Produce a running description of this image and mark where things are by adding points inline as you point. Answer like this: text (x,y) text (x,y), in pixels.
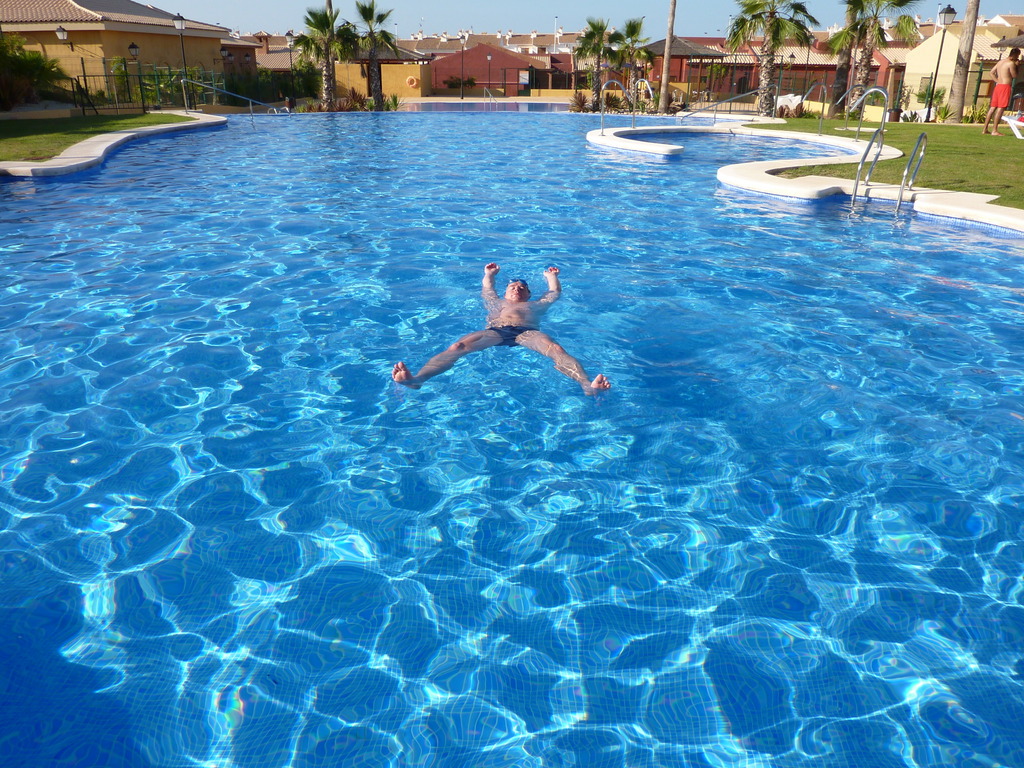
This image is taken outdoors. At the top of the image (478,20) there is the sky (582,20). In the middle of the image (537,287) there is a pool (290,261) with water (268,508) and a man (463,346) is swimming in the pool (417,425). In the background (354,70) there are many houses (389,50). There are many plants (29,96) and trees (632,55). There is a ground (42,136) with grass (79,129) on it. On the right side of the image (1005,110) a man (996,95) is standing on the ground (1006,130).
